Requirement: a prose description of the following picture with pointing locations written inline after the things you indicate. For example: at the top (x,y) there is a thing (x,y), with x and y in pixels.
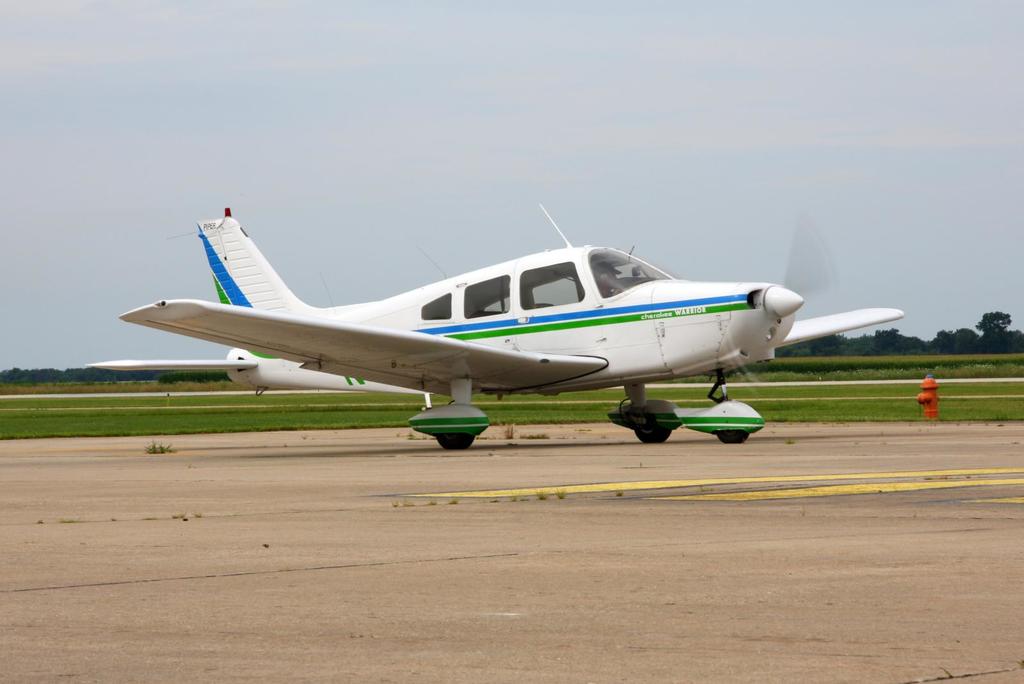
In this image, we can see a person (607,285) inside an aircraft (583,362) on the path (548,439). In the background (324,105), we can see grass (390,411), trees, and the sky (744,168). On the right side of the image (924,398), there is a hydrant (926,404).
